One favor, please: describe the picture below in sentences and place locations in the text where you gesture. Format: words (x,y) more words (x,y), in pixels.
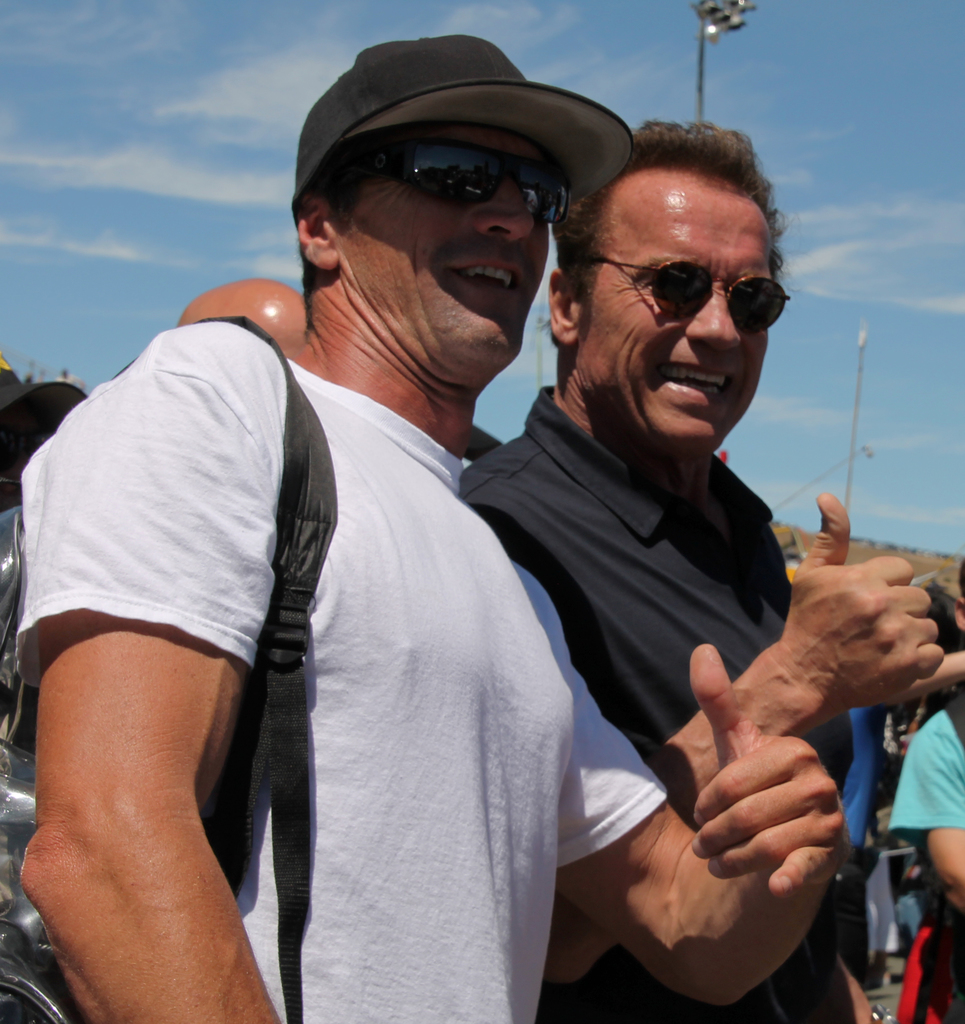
In this picture we can see some people (727,771) are standing, two men (516,641) in the front (703,698) are smiling, a man (489,718) on the left side (317,745) is carrying a bag (251,729) and wearing a cap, in the background (703,86) there is a pole (699,74), we can see the sky (839,428) at the top of the picture (589,44).
